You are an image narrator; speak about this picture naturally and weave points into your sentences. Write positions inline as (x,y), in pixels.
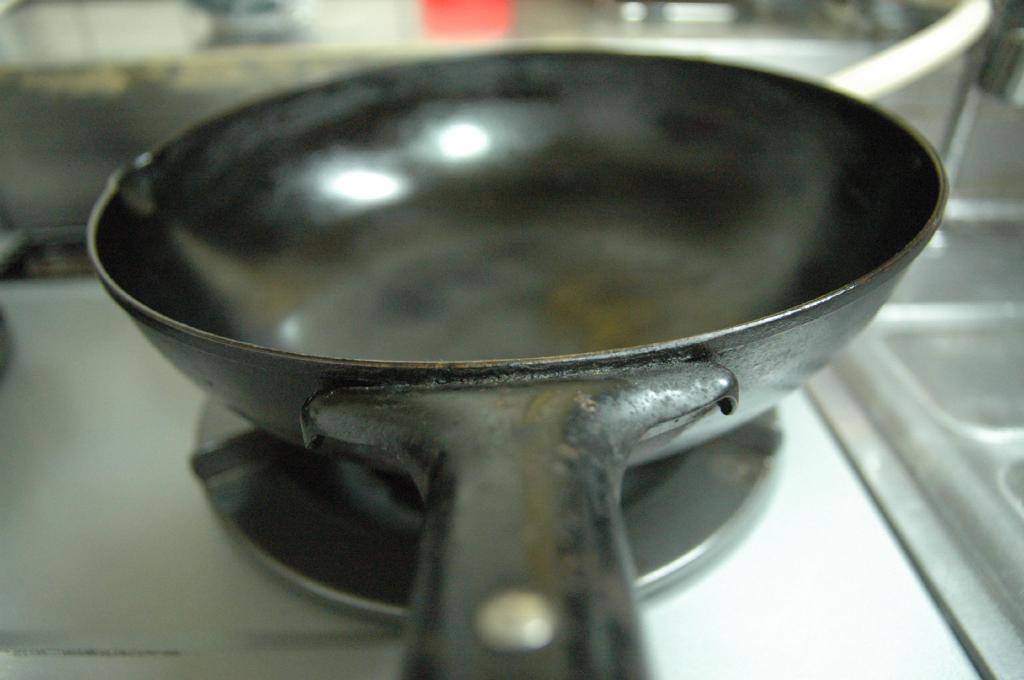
In the image we can see there is a black colour pan (703,246) kept on the gas stove (790,613).
